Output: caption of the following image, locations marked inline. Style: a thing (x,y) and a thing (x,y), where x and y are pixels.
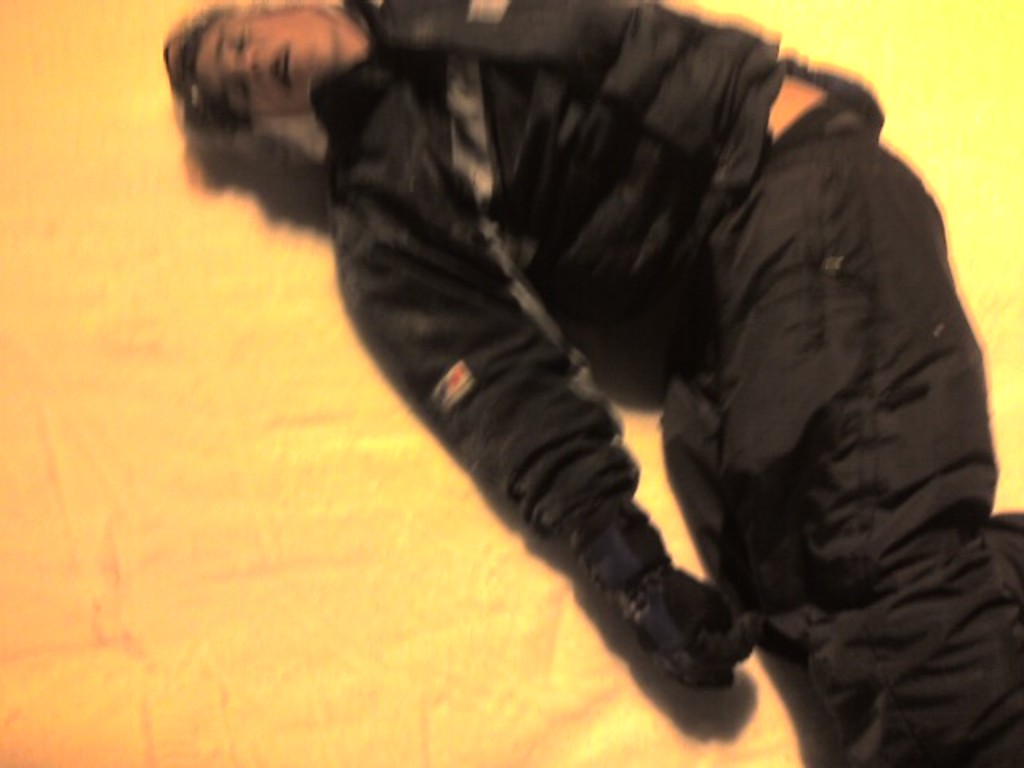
In this image I can see a person (522,347) is lying, this person (613,272) is wearing black color coat (611,239) and trouser (841,380).
